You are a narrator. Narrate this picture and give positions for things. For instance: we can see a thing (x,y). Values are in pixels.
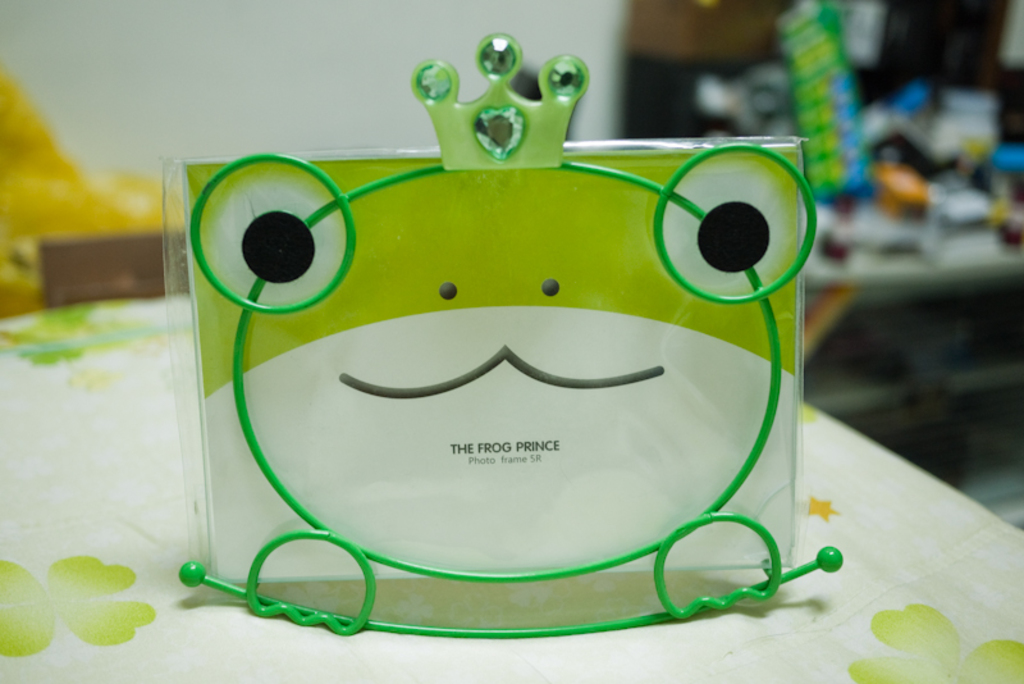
In this image I can see an object (453,378) on a cloth surface (807,485). In the background (913,140) I can see some other objects (885,118) and a wall (344,68). The background of the image (322,93) is blurred. On this object (501,446) I can see something written on it.
